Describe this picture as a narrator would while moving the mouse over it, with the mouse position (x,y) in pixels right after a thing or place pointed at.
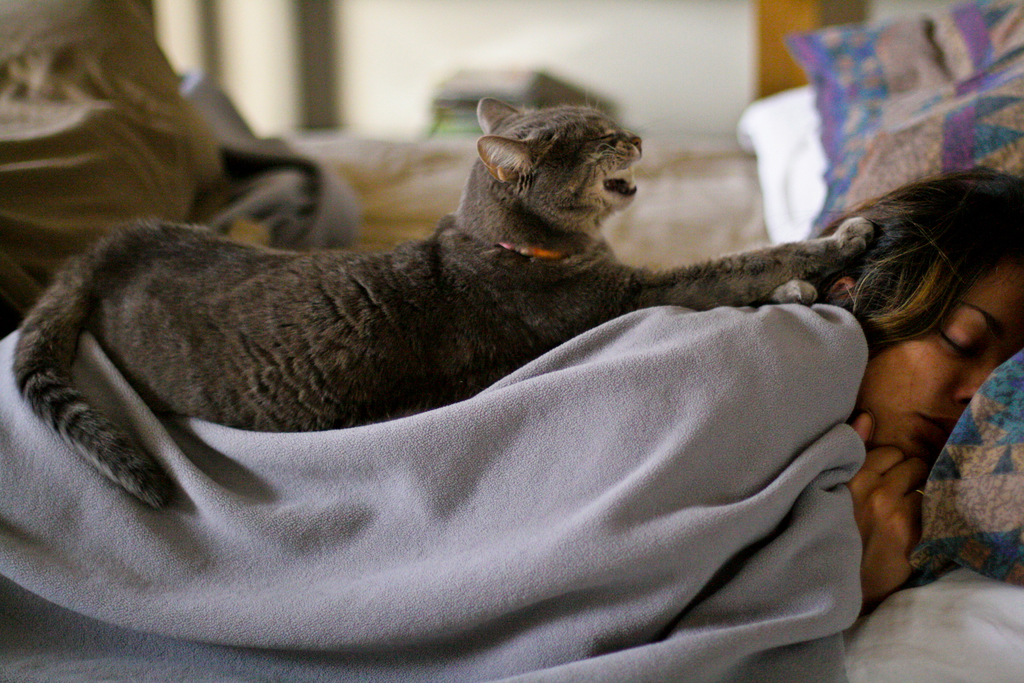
In this picture we can see one girl (881,266) is sleeping on a bed (934,648) she covered blanket (300,567) top of the blanket (324,502) one cat (433,317) is in sitting position.
